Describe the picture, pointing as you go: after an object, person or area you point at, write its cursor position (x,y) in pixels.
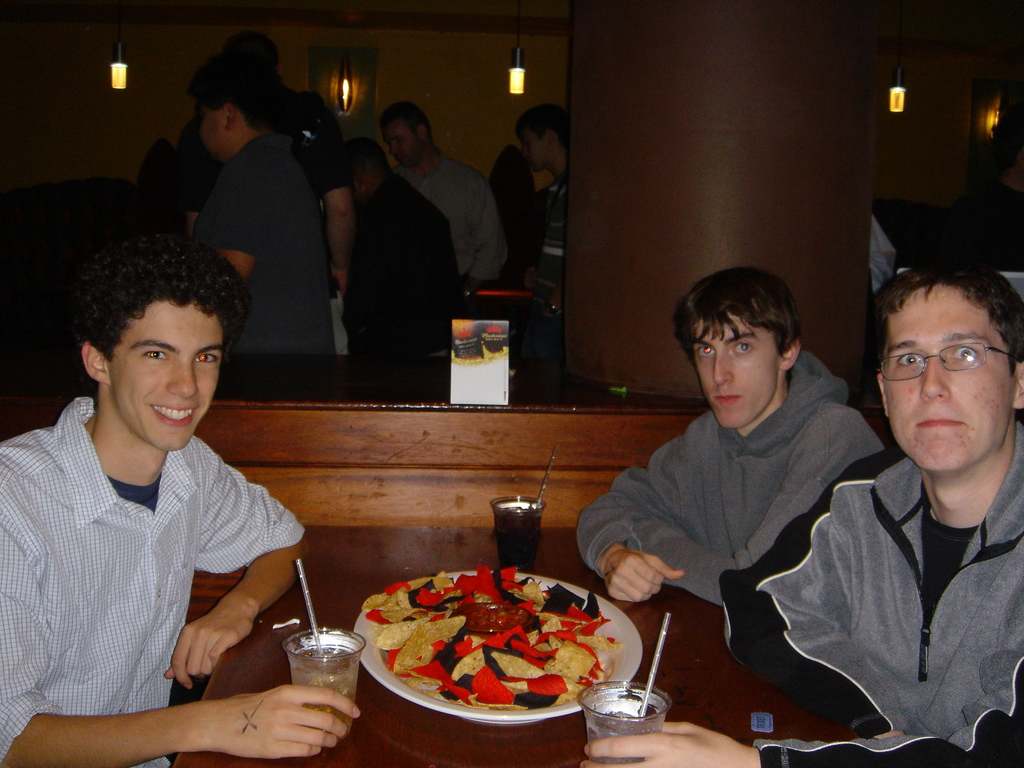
The picture seems to be clicked inside the room (433,486). In the foreground (737,626) we can see the group of people (79,577) sitting and seems to be eating. In the center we can see a platter (494,597) containing food items (507,650) and we can see the glasses (656,718) are placed on the top of the wooden table (762,732). In the background (645,261) we can see the pillar (746,91), lights (510,80) hanging on the roof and we can see the wall (444,52), group of people (473,185) and many other objects (504,182).
